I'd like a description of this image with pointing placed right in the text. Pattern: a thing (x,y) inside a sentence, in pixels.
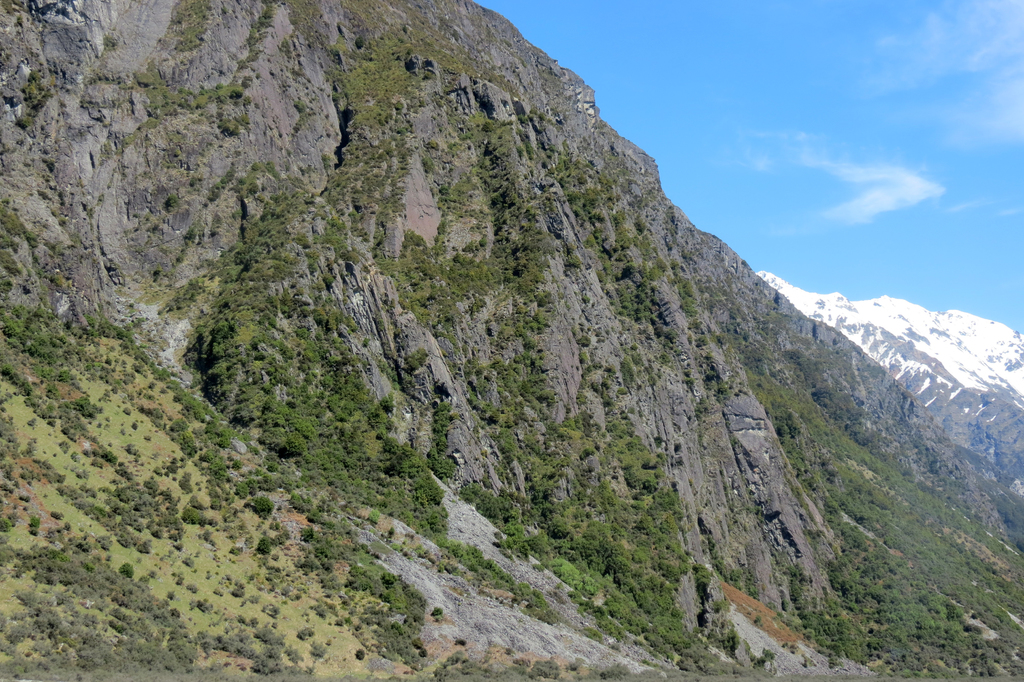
In this picture I can observe some plants (311,455) and trees (853,487) on the ground (814,448). In the background (829,307) there are mountains (830,308) and some clouds (915,182) in the sky (756,125).
